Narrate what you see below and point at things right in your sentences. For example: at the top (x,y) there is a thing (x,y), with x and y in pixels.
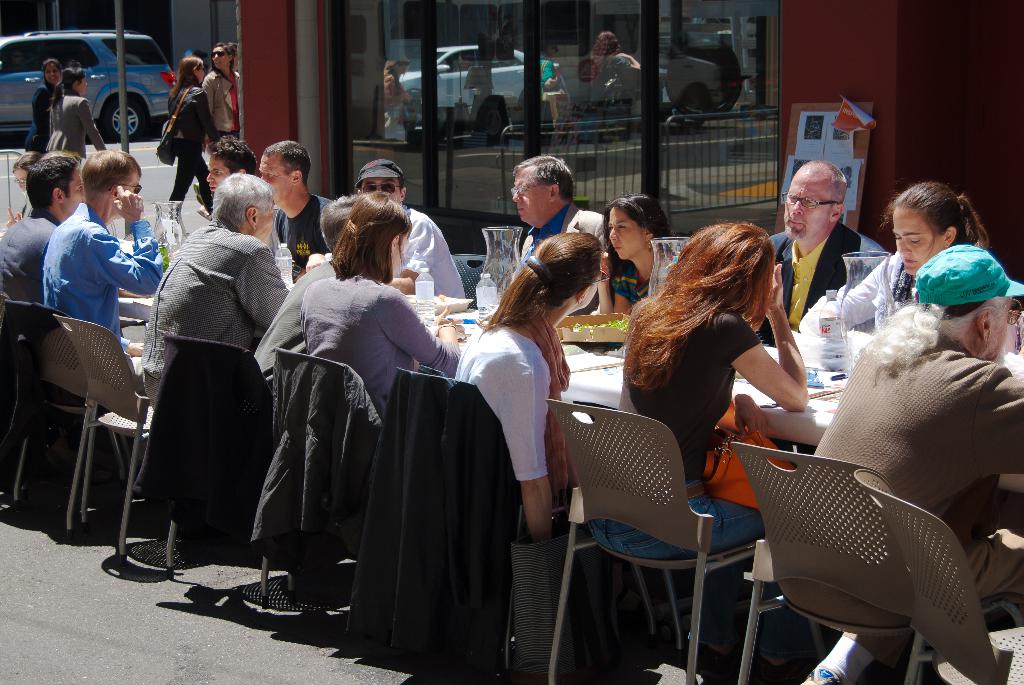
On the background (752,87) we can see wall (810,87) with windows (770,96), papers (854,132) over a board (861,147), pole (115,47) and a car (115,47). Few women (189,90) are walking on the road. We can see all the persons (875,387) sitting on chairs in front of a table (830,398) and on the table (797,421) we can see bottles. We can see jackets (173,447) on a chair (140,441) here.
